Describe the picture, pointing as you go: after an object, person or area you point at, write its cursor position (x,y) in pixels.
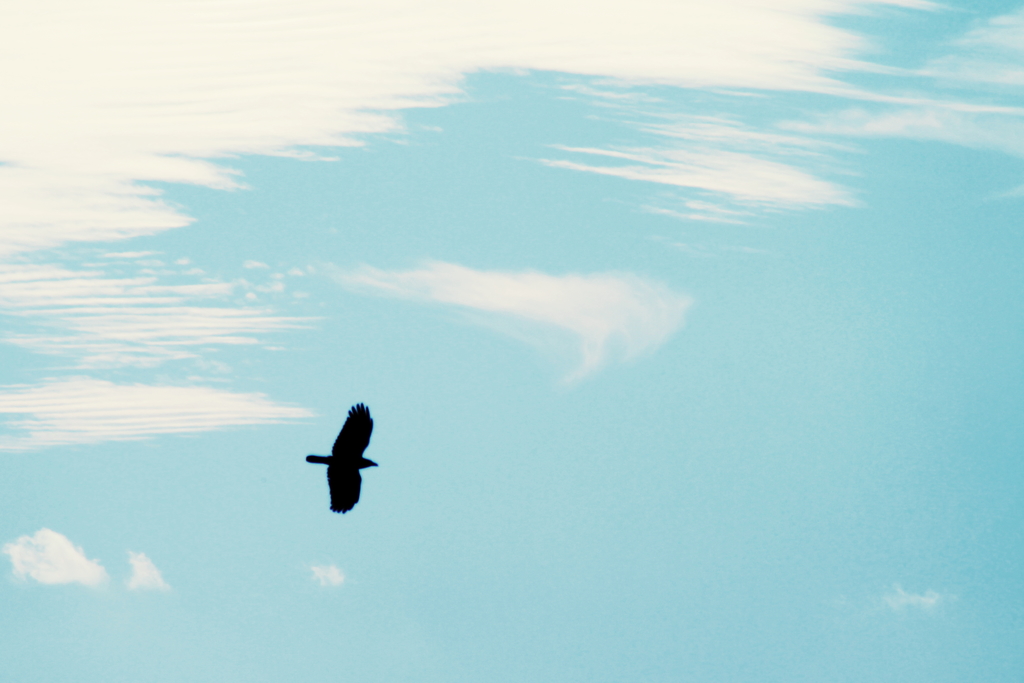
In this image I can see the bird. In the background (386,287) the sky (408,119) is in blue and white color.
